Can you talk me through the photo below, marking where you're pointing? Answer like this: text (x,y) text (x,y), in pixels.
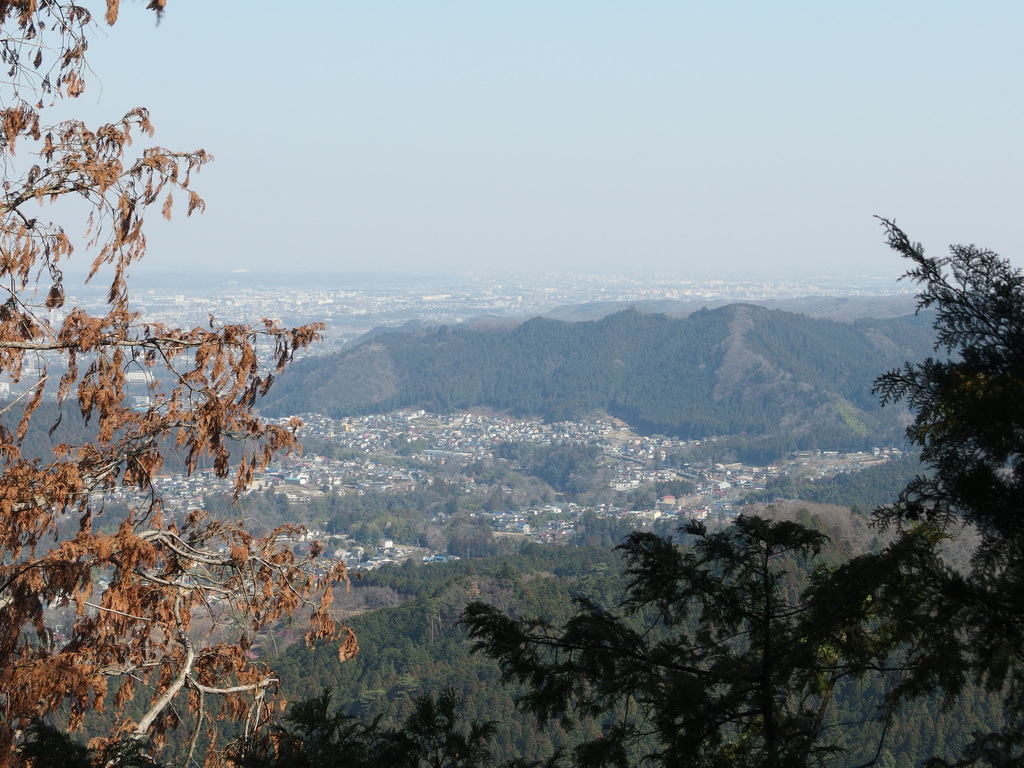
In the foreground of the picture (587,657) there are trees (241,415). The picture is an aerial view of a city (166,384). In this picture we can see hills (415,331), buildings (469,427), trees (493,380) and various other objects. At the top (342,128) we can see sky (400,180).
